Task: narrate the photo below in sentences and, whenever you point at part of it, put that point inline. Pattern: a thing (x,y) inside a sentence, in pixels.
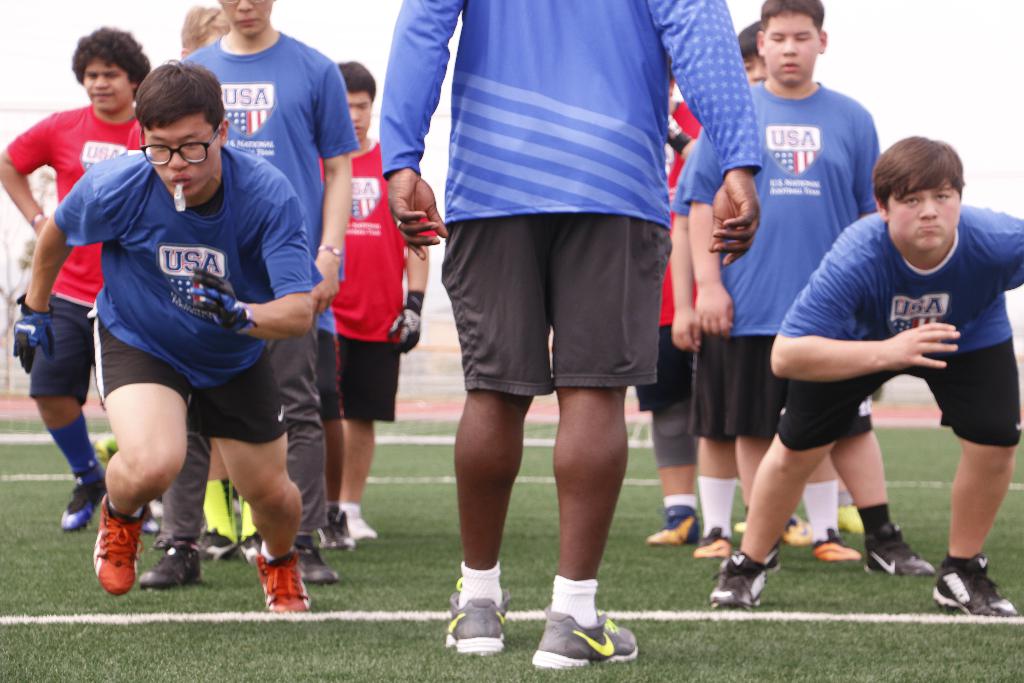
In this picture I can see group of people (825,454). I can see grass (633,552), and in the background (1019,150) there is the sky (965,96).
